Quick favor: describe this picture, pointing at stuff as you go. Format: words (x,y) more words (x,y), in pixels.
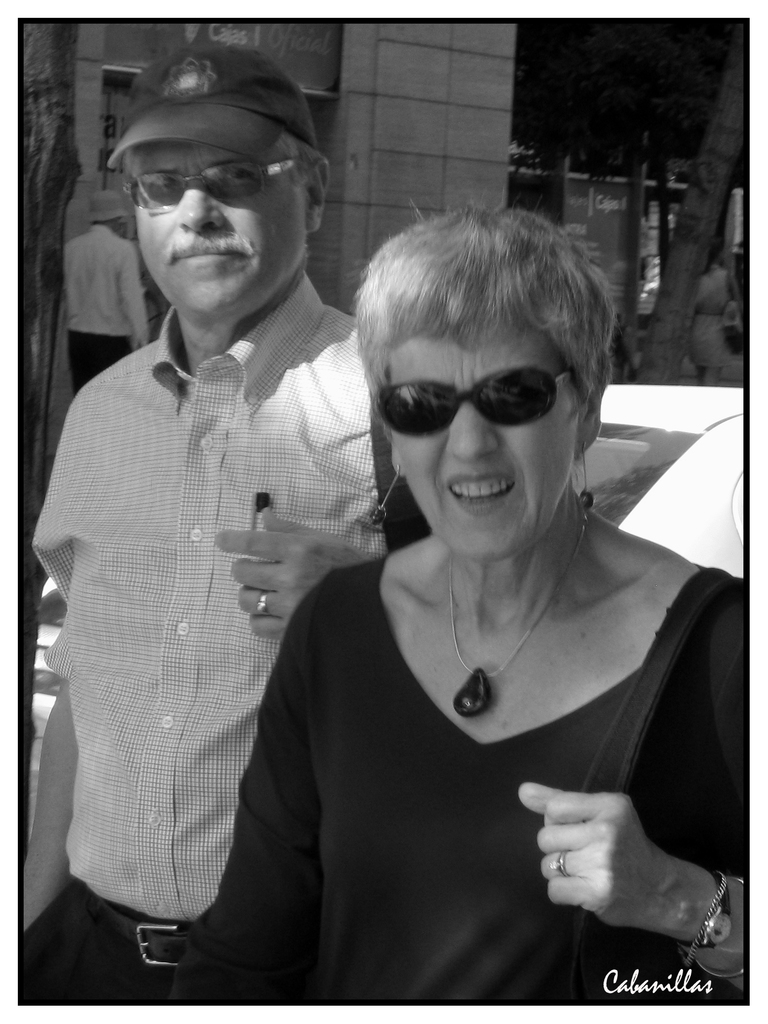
In this picture we can see woman (568,704) wore T-Shirt (470,792), goggles (450,393), chain (505,662), nice watch (713,944) and ear rings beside to her man (224,302) wore shirt (131,486), spectacles (180,178), cap (166,94) and keeping his hand (28,907) in pocket (57,934) and the background (461,125) we can see wall (491,88), tree (651,74), building (402,132) and a person (93,277) standing over there.
